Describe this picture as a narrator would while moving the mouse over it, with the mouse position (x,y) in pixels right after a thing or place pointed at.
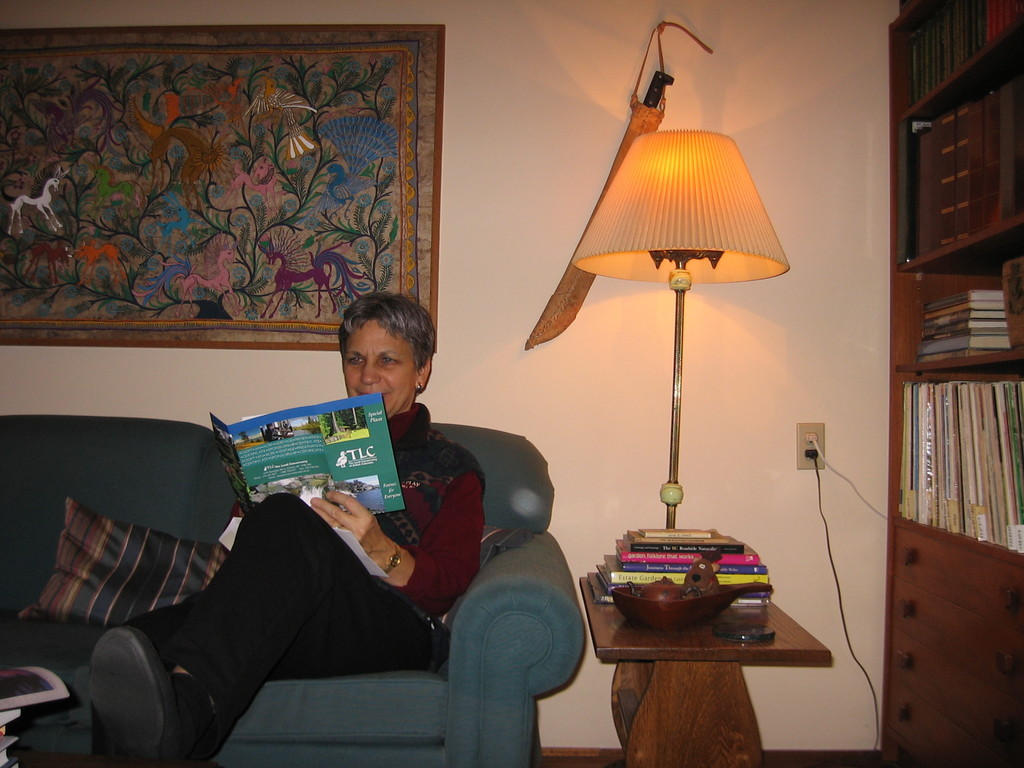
This picture is taken inside the room (582,500) where a woman (315,544) is sitting on the sofa (390,676) which is in the center (475,439). At the right side (944,385) there is a shelf (951,376) and books (967,396) are filled in the shelves (949,253). In the background (543,116) a wall (492,158) and a frame (246,172) is attached on the wall (523,170). In the center (675,276) there is a table (665,647), on the table (676,629) there are books (679,565), lamp (681,295). Woman (398,531) is holding a book (317,442) in her hand (332,506). On the sofa (100,626) there is a cushion (114,593).
